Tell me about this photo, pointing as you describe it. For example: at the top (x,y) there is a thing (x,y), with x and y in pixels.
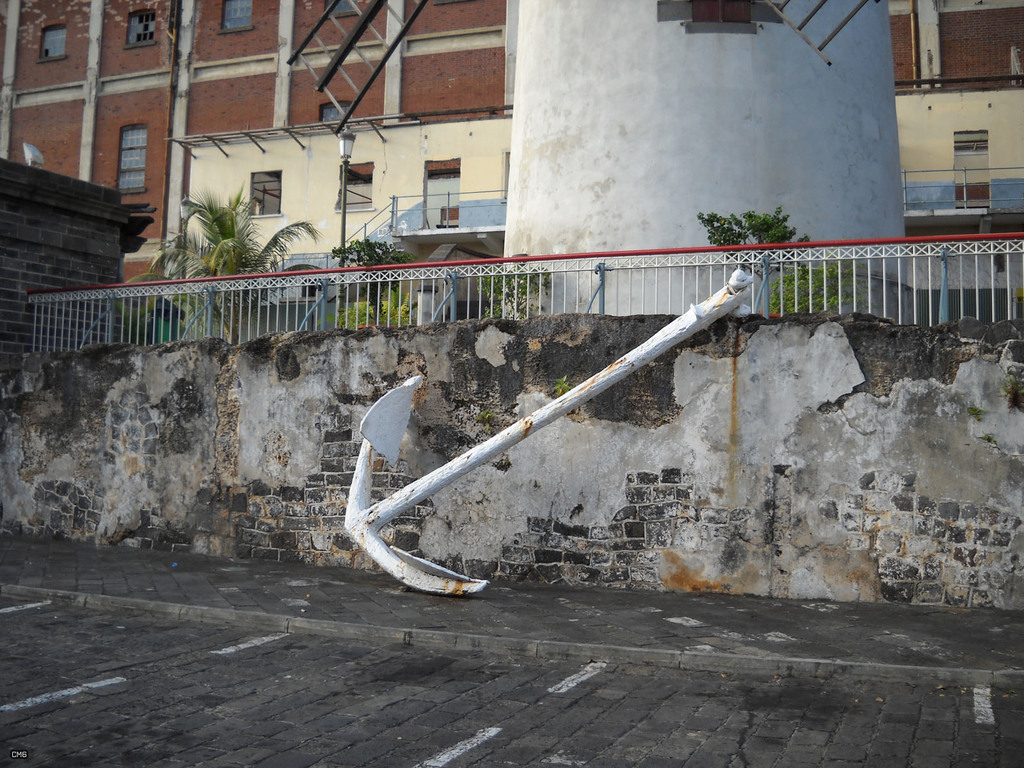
In this image we can see building (474,130), windows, plants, trees (257,242), there is a wind turbine (672,230), railing (969,249), also we can see an anchor (571,401), and railing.
